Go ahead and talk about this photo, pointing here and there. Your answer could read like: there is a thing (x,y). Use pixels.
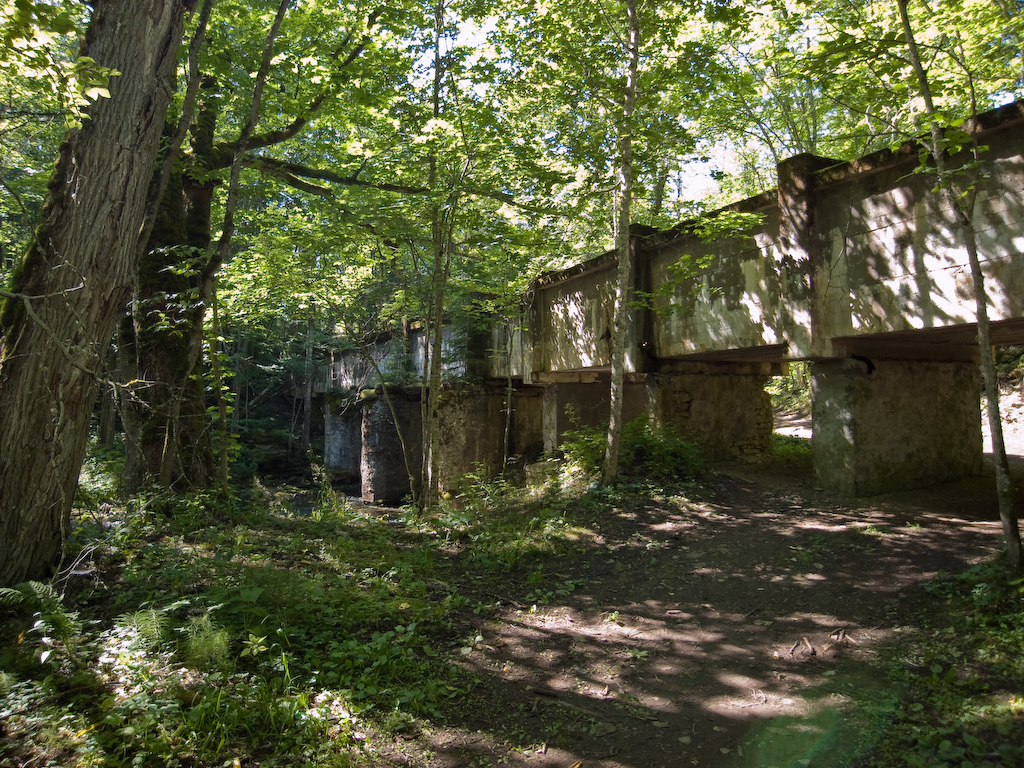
In this picture we can see some plants (297,587) at the bottom (281,575), on the right side (970,322) it looks like a bridge (760,339), in the background (741,78) there are some trees (513,48), we can see the sky (477,30) at the top of the picture (481,38).
